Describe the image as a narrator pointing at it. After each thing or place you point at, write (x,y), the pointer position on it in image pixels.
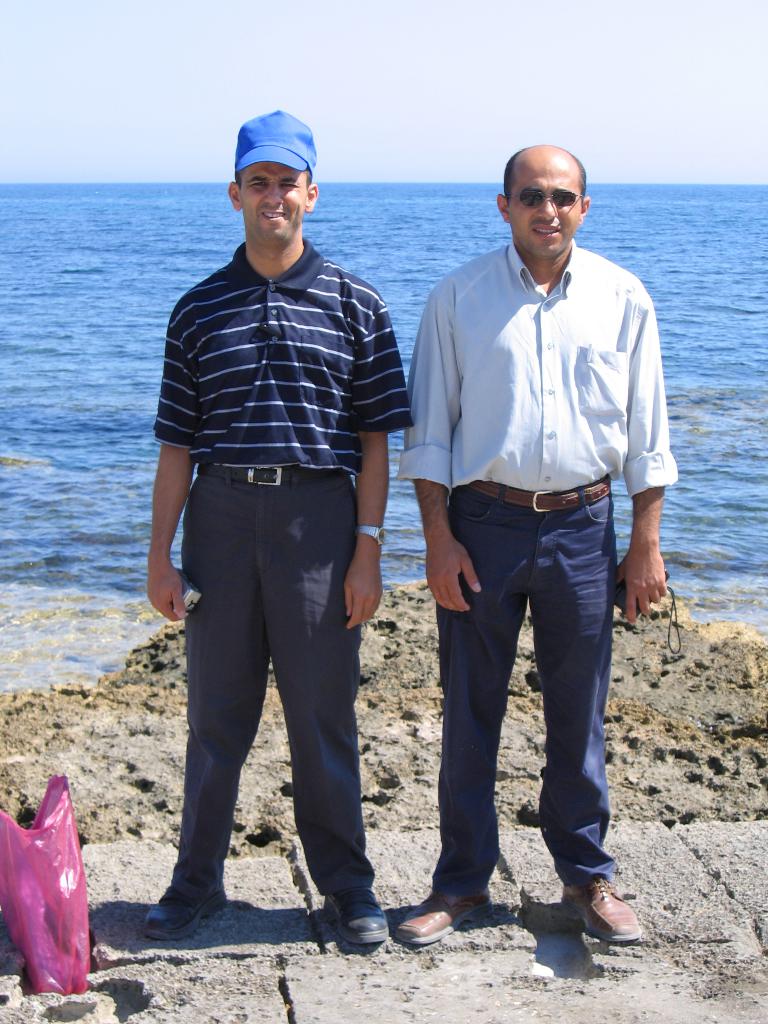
In the foreground of the picture (258,542) there are two men (444,731), sand (667,739), bricks (400,893), cover (70,887) and other objects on a beach (520,963). In the center of the picture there is a water body (730,376). In the background (418,69) it is sky (332,95).
